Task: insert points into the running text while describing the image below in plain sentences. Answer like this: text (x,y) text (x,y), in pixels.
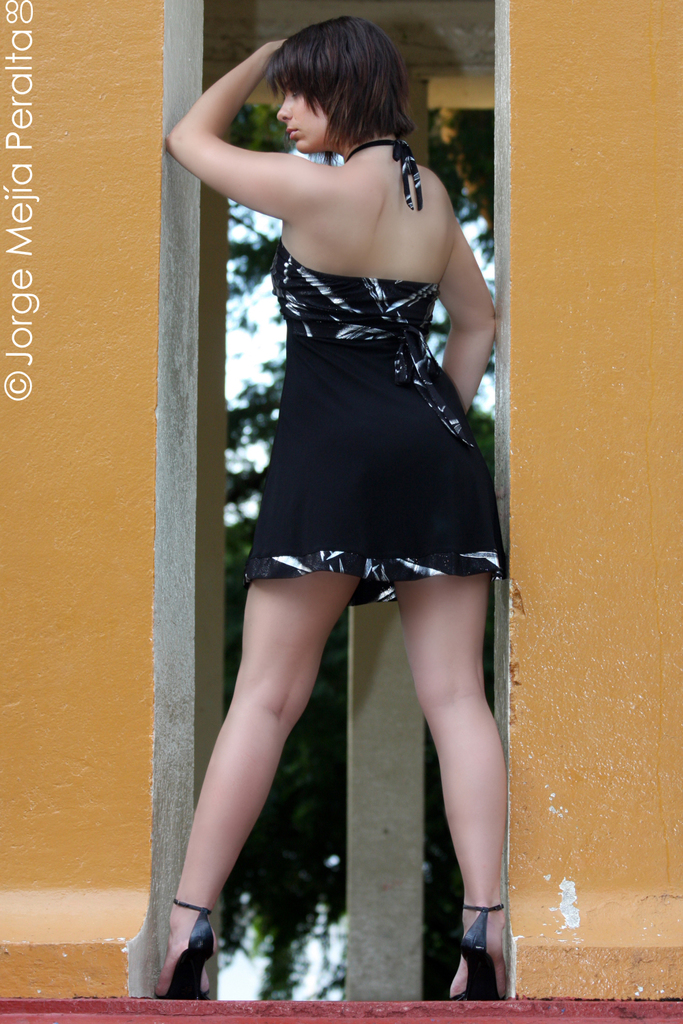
In this image we can see a lady (392,488). There is a pillar (350,826). There are walls (104,612) on the both sides. In the background (285,370) it is blur. And there is text (9,377) on the left side (16,247).
